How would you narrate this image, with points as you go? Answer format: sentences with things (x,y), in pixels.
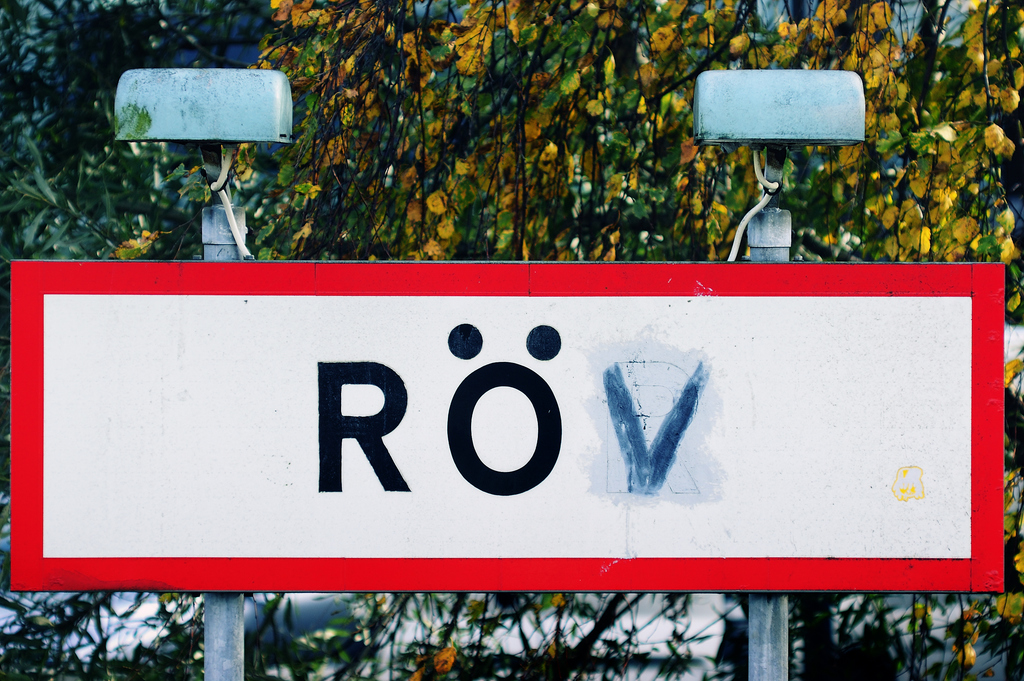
In this image there is a board (530,402) which is fixed to the poles (225,248). On the board (389,436) there is some text (494,372). In the background (544,136) there are plants (540,113). Above the poles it seems like there are lamps (743,109).
